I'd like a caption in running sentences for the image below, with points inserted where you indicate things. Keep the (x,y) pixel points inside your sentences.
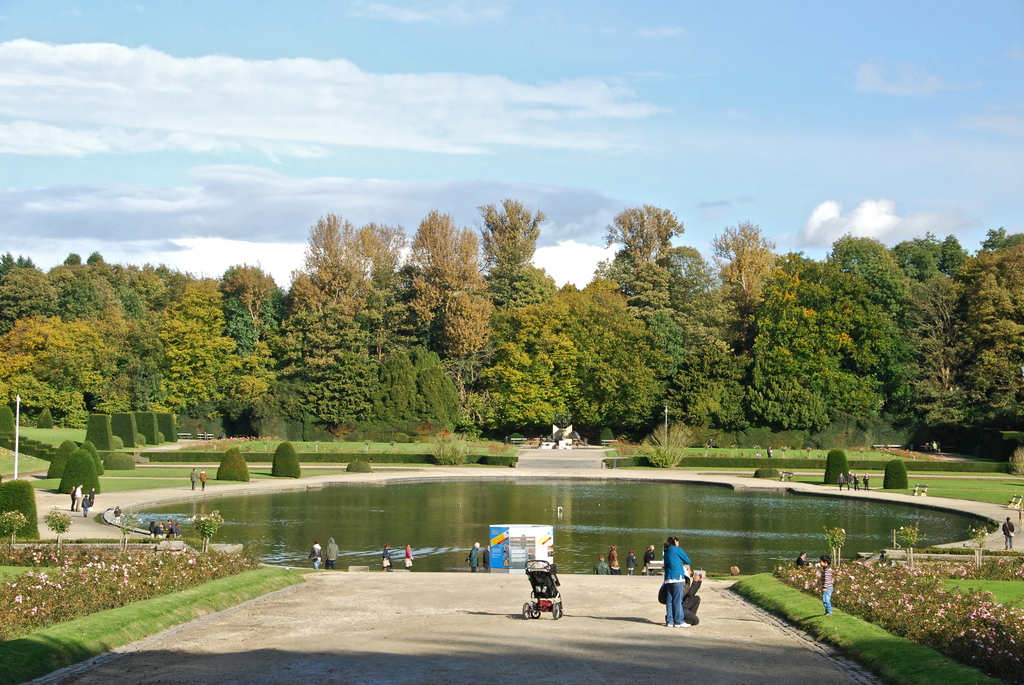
This image consists of many people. In the front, we can see a small trolley (537,600). On the right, there is a person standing and wearing a blue dress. On the left (4,607) and right, there are small plants (961,650). In the middle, there is water (487,511). In the background (1013,317), there are trees (678,359). At the top (624,13), there are clouds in the sky (822,135).
